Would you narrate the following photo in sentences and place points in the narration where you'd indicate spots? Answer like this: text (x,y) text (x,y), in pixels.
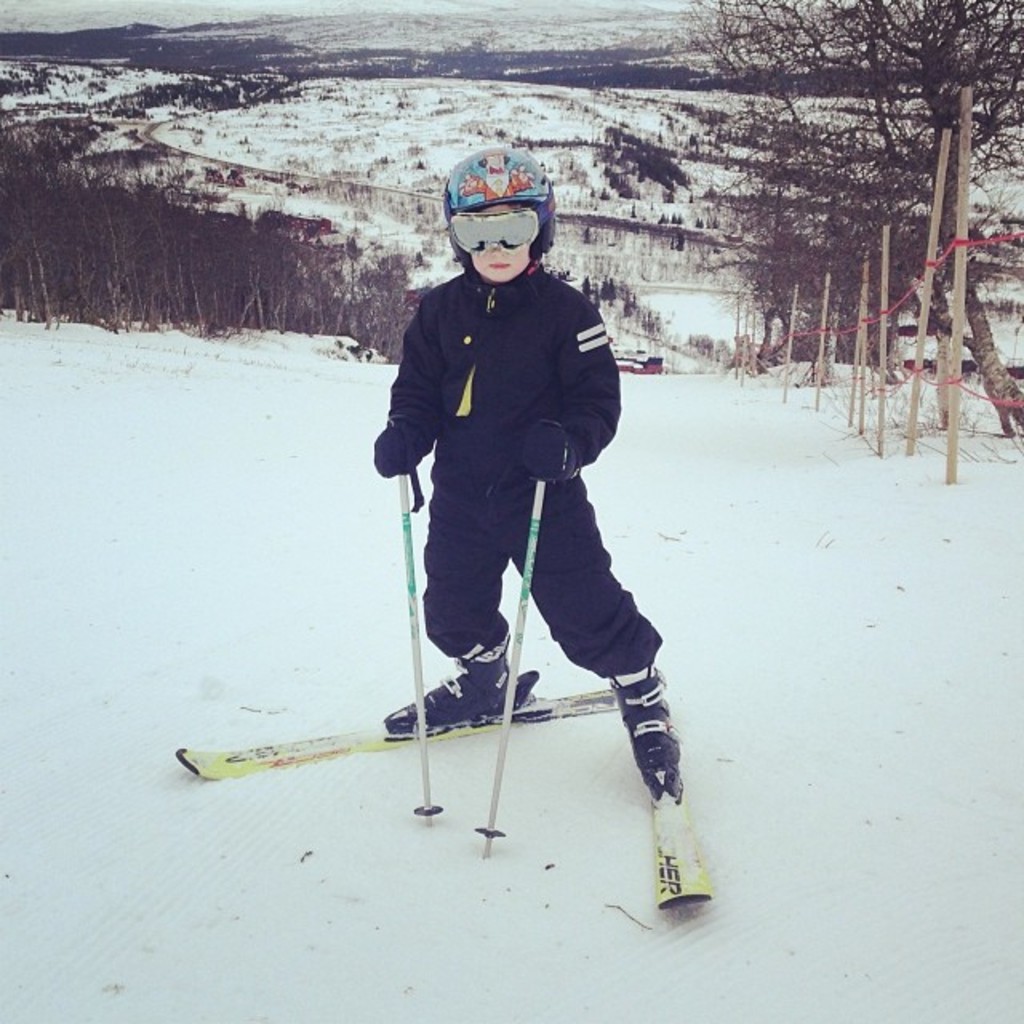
In this image I can a person (659,775) on ski board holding two sticks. I can also see person (487,174) is wearing helmet (545,225) and glasses (526,224) on the face (499,261). I can also ground (58,336) full of snow (783,481) and in background (949,92) number of trees (308,246).
